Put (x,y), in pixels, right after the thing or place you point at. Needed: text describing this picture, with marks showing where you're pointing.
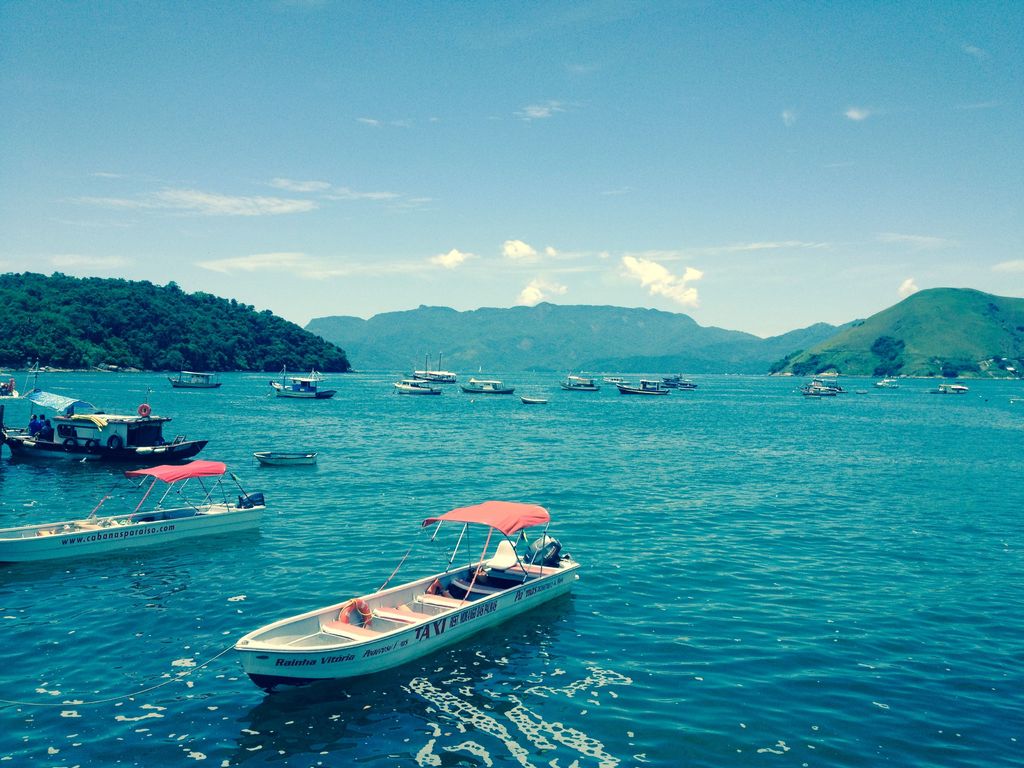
In this image there is a sea (240,593) at bottom of this image (747,519) and there are some boats (172,478) are on this sea (626,412). There are some mountains (729,345) in the background (525,355) and there are some trees (173,356) at left side of this image (166,353) and there is a sky (413,230) at top of this image (446,177).
